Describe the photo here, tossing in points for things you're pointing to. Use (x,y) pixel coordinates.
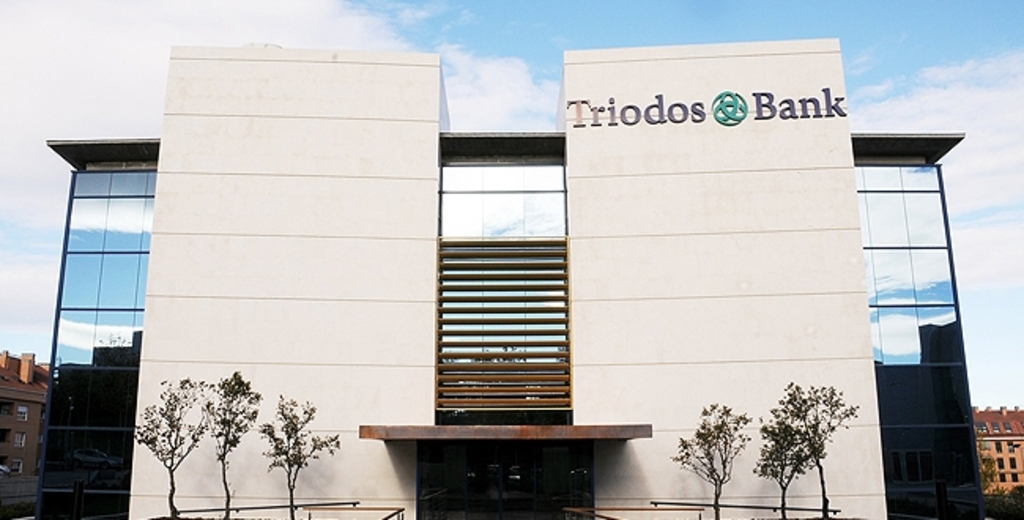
In this picture we can see trees (993,474), buildings (15,394) with windows (934,423) and some objects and in the background (156,52) we can see the sky (474,39) with clouds (451,127).
